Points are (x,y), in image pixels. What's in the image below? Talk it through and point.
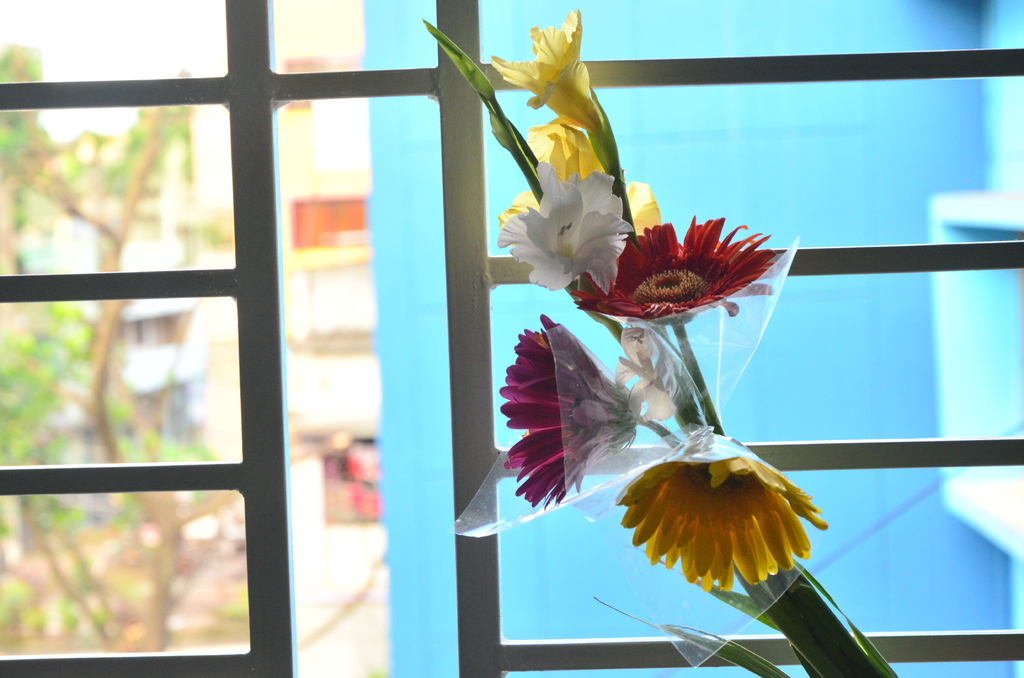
In the foreground of the image (497,101) there are flowers (662,482). In the background of the image (259,497) there is a grill (269,502). There are trees (44,389) and buildings (309,403).
